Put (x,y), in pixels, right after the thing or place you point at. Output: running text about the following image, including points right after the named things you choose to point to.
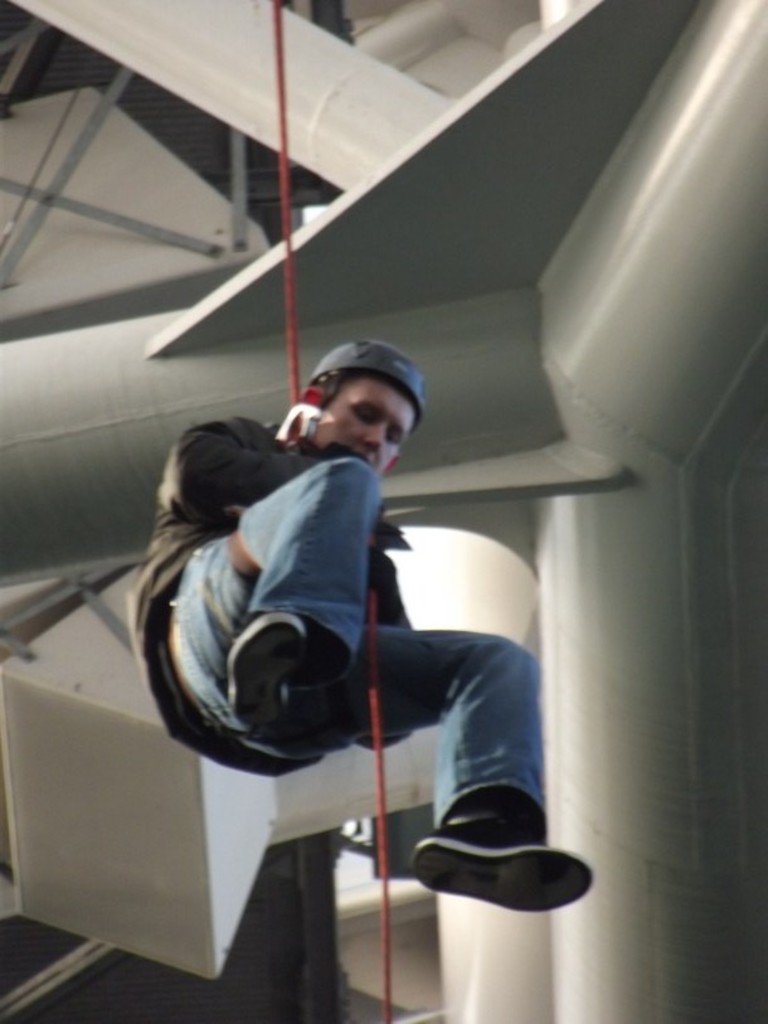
In the center of the image (334,527) a man (287,476) is hanging on the rope (286,242). In the background of the image (56,344) building (396,790) is there.
